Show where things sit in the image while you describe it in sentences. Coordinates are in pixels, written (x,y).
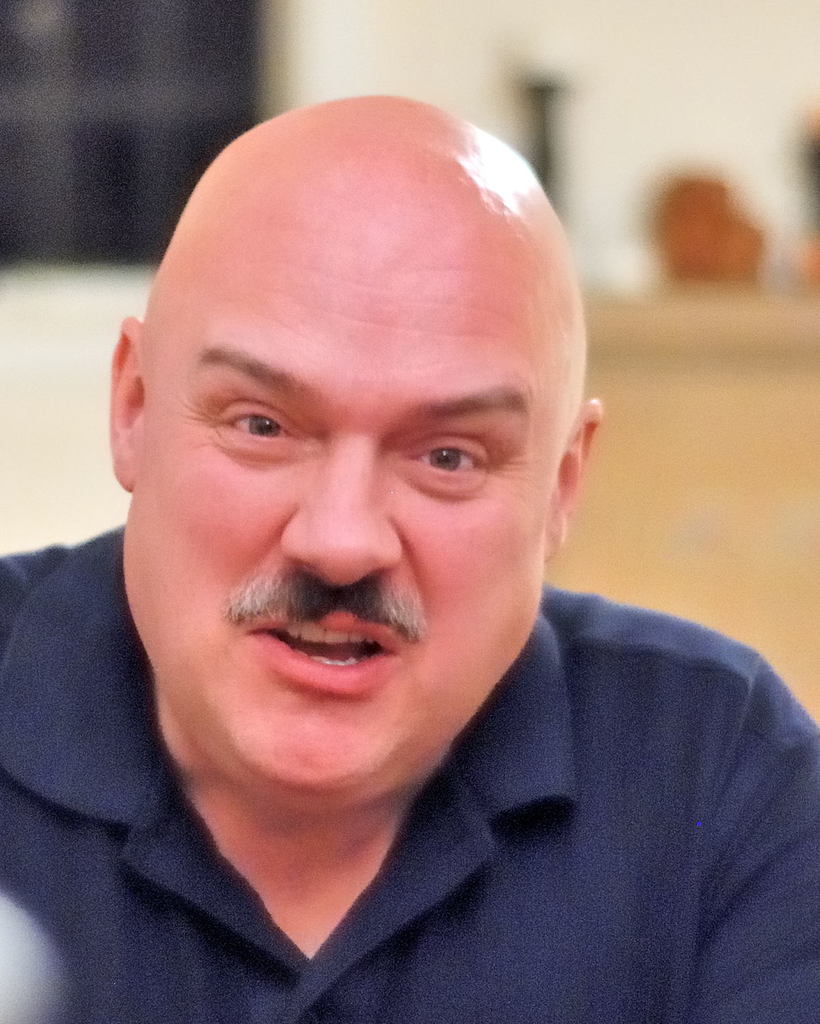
In this image we can see a bald person (299,642) wearing blue shirt (549,820) and the background (44,117) is blurred.
